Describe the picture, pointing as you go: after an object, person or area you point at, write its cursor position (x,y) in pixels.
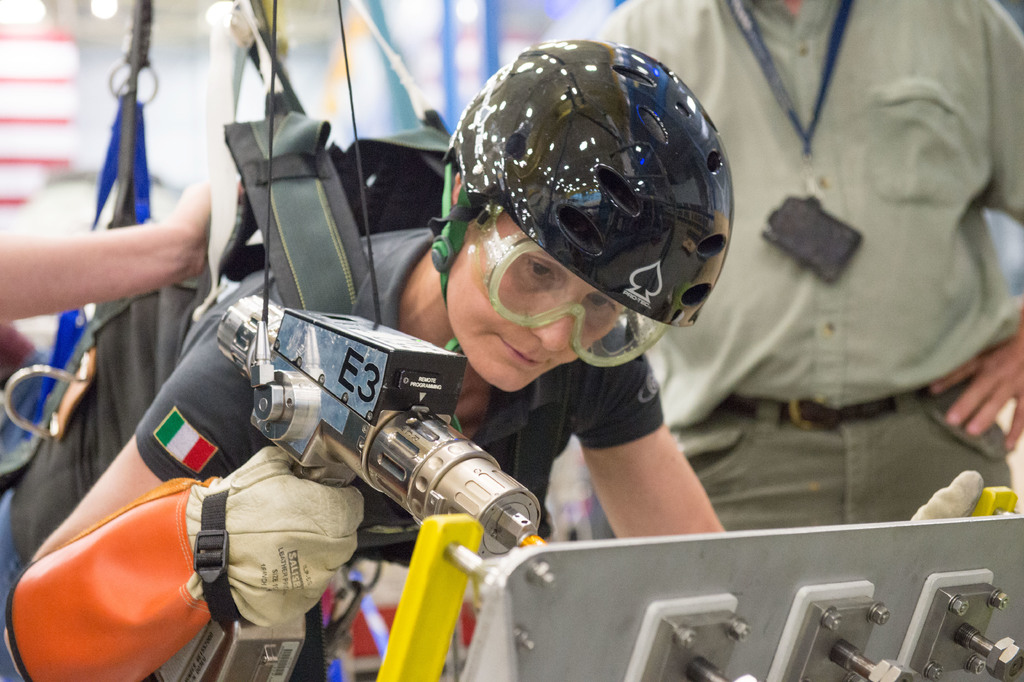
In this picture we can see people (819,288). Among them one person (470,112) wore a helmet (611,131), goggles (574,302), gloves (276,510) and holding an object (387,463). In-front of that person (381,275) there is a board (989,543), to that board (933,540) there are bolt nuts (681,631). In the background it is blurry and we can see ropes (367,17).
